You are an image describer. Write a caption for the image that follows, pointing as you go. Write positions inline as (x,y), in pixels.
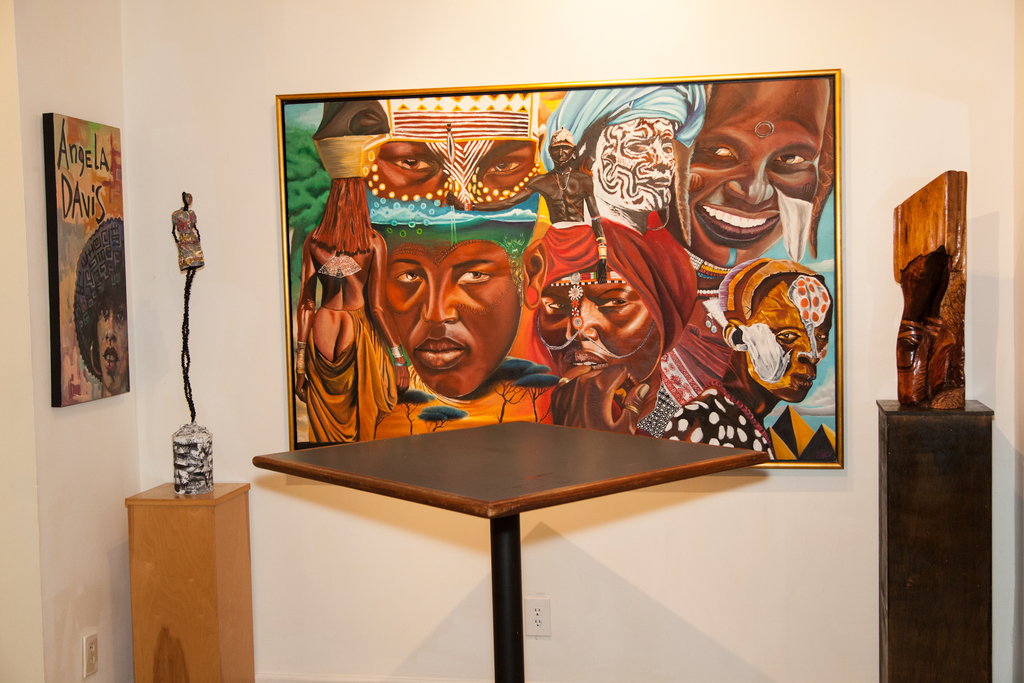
In this image we can see a table stand (505,456), objects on a wooden stand (154,624) and painting boards (436,272) on the walls (307,671).
